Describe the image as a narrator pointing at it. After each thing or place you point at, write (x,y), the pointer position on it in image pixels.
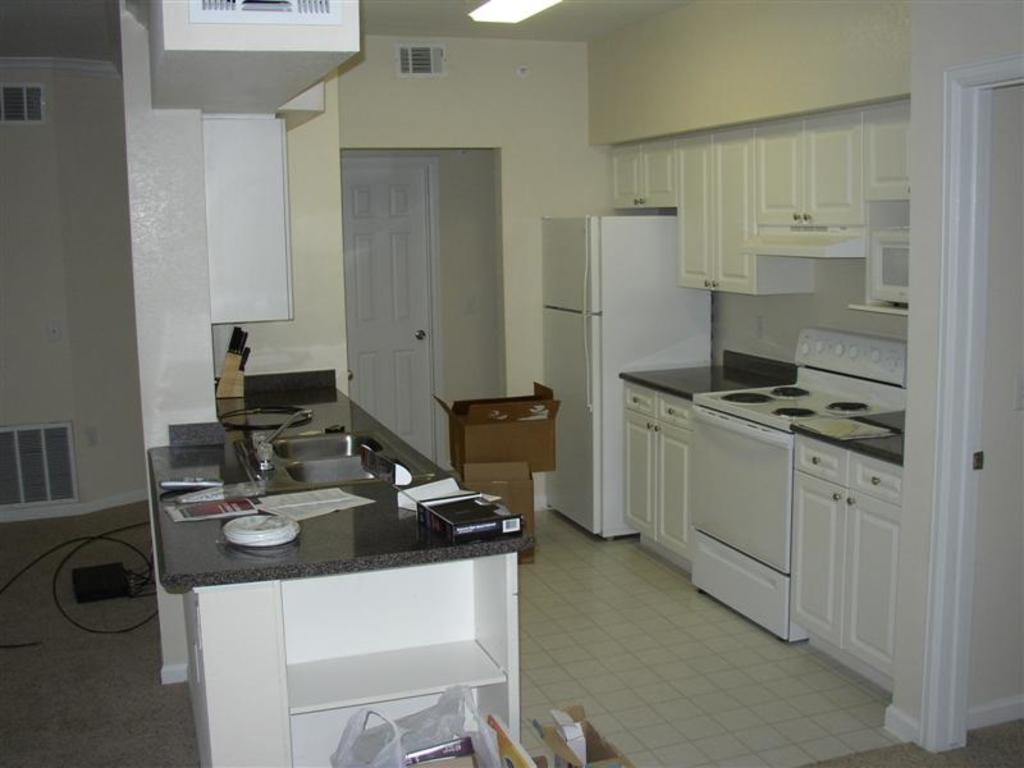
The picture is taken inside the kitchen (456,249). In this image there is kitchen platform (312,521) in the middle (344,489) in which there is a sink (308,441) and there are few papers (311,503) and remotes (187,485) around it. On the right side (711,414) there is a stove (754,422) at the bottom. At the top (762,163) there are cupboards (754,162). Beside the stove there is a fridge (592,283). On the floor (572,529) there are cardboard boxes (522,475). In the background (417,242) there is a door (395,276). At the top (495,18) there is the light (509,18). On the left side (148,565) there are wires (135,590) at the bottom (59,608).
